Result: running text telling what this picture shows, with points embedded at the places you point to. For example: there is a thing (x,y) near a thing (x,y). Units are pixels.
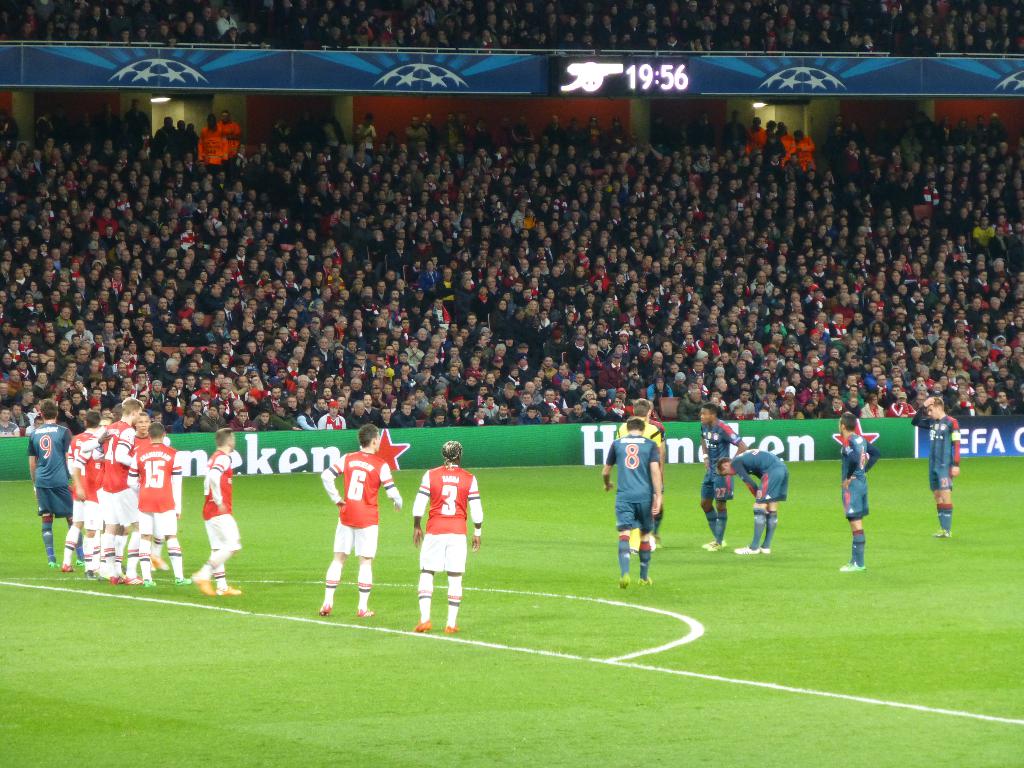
In the picture I can see a group of people (424,315) among them some are standing and other people (274,400) are sitting on chairs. I can also see fence (553,444), the grass (617,643) and white color lines (526,652) on the ground (574,673).
